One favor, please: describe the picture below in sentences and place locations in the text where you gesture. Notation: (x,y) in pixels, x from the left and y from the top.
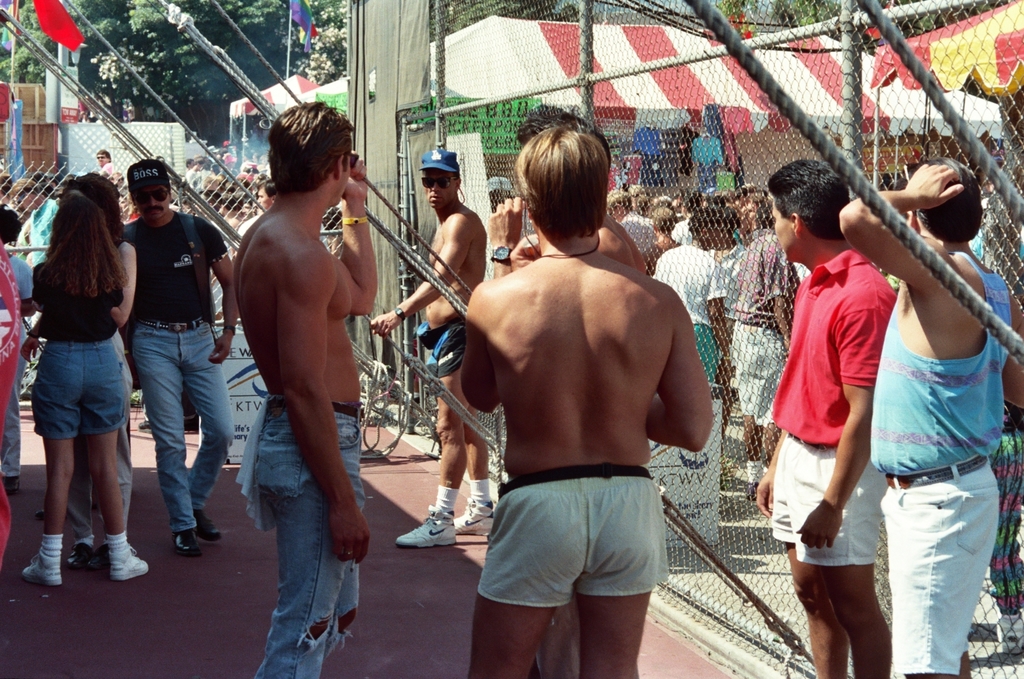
In the image we can see there are many people (72,253) standing, they are wearing clothes (103,296), shorts (515,531), shoes (429,536) and some of them are wearing cap (432,159) and goggles (446,181). This is a footpath (382,635), fence (750,526), flag (299,26), trees (159,34) and tent (566,32). This is a poster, pole (290,46) and rope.
